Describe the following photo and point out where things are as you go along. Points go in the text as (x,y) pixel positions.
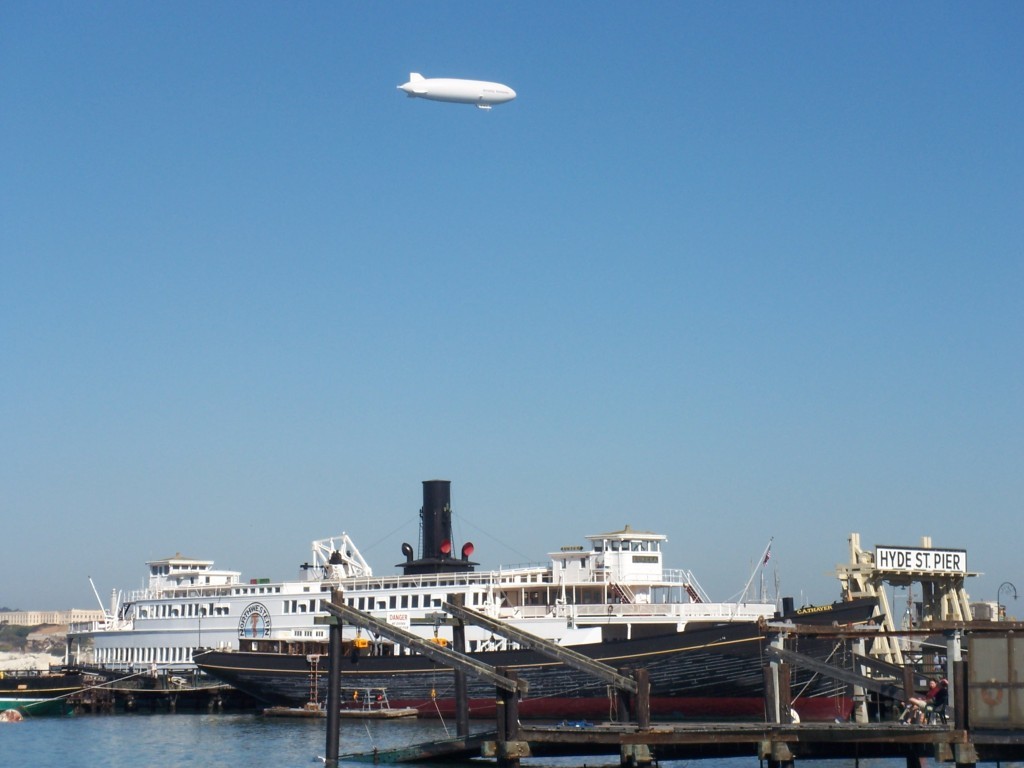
This picture shows a ship (612,625) in the water (260,739) and we see a air balloon (478,106) and a blue sky (352,278) and couple of boats (728,656) in the water (75,720) and we see buildings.
